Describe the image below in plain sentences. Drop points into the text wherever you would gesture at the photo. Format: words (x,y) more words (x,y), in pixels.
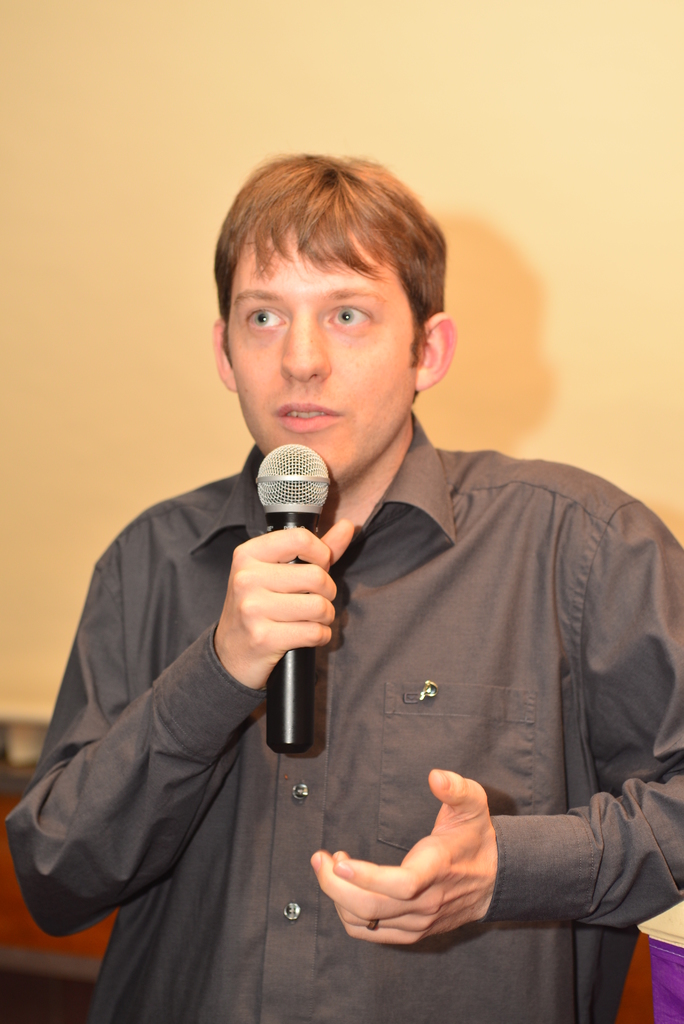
In this picture there is a man (380,572) who is holding a mic (296,459) in his hand (338,548).
